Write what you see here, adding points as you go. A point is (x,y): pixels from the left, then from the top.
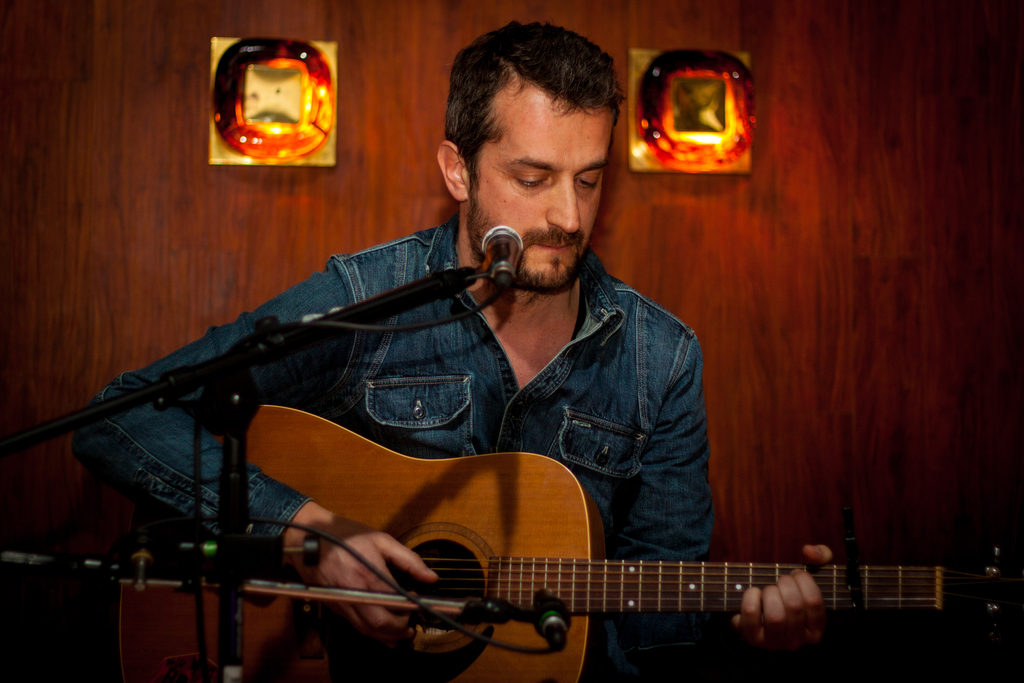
In this picture there is a man (508,170) playing a guitar (417,588) in his hands (354,537) wearing a blue shirt (460,417) in front of a mic (497,250). In the background (248,107) there are some lights (710,118) attached to the wall (645,207) here.
